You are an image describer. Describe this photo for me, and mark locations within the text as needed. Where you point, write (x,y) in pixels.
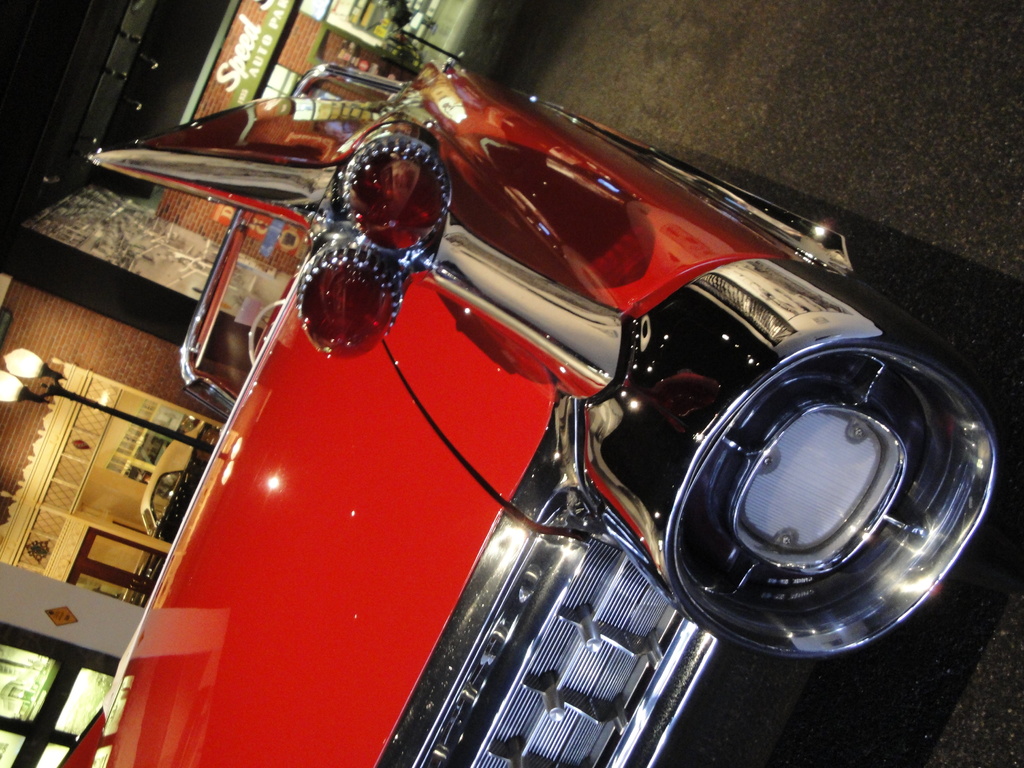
In the image in the center (453,397) we can see one car (242,277) on the road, which is in red color. In the background (79,285) we can see buildings (127,340), lights (26,365), banners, wall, glass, pole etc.
